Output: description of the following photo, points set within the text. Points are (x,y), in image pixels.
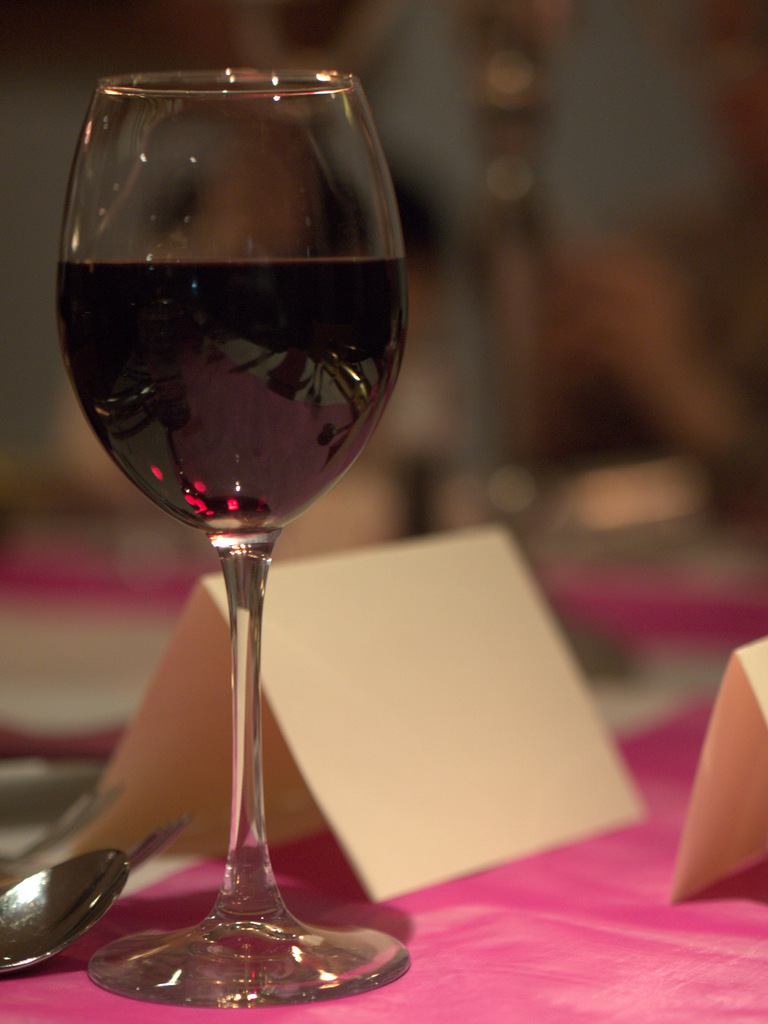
In this image there is a glass (326,979), spoon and papers (427,808) are on the table (606,928) covered with a pink cloth (571,973). Glass (181,411) is filled with drink (205,453). Background (660,506) is blurry.
